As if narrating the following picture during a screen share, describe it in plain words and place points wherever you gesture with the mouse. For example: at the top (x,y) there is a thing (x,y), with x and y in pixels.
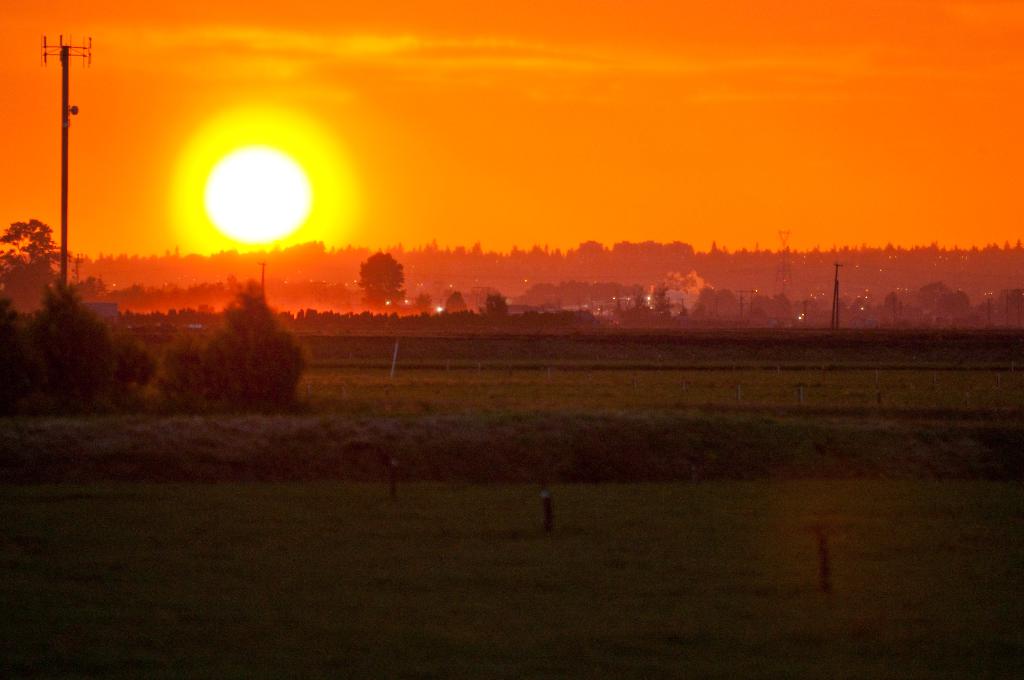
In this image, I can see the trees (91,346) and plants (88,360). On the left side of the image (62,41), there is a pole (57,55). In the background (282,226), I can see the sun (275,212) in the sky (413,140).
